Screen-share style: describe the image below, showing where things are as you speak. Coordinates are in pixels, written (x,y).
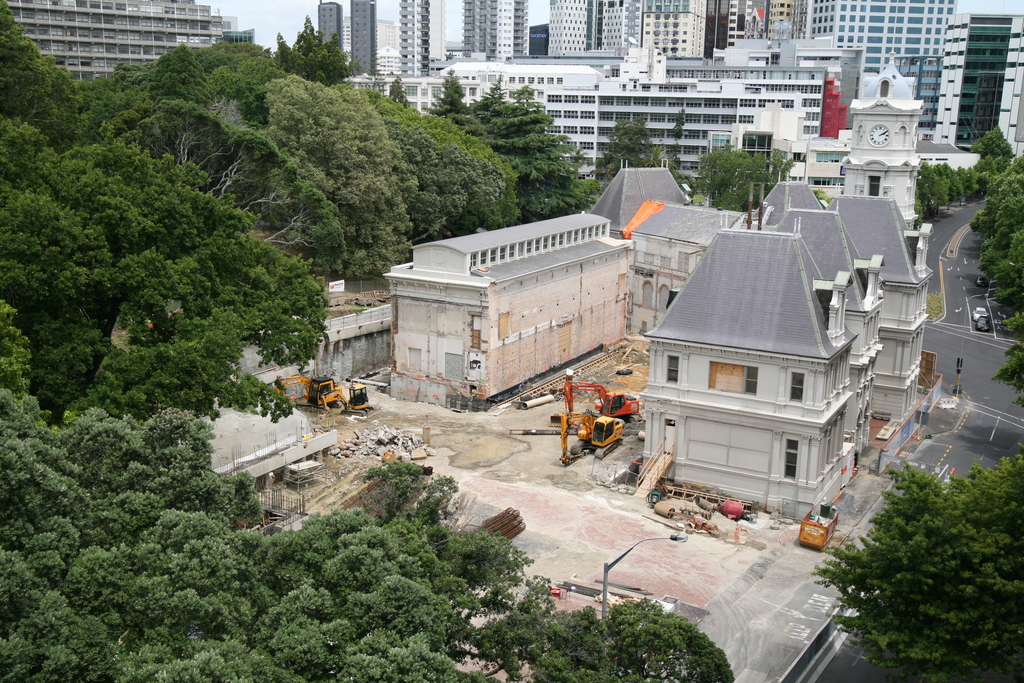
We can see trees (265,260) and vehicles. In the background (980,313) we can see cars (980,283) on the road (969,343), buildings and sky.
